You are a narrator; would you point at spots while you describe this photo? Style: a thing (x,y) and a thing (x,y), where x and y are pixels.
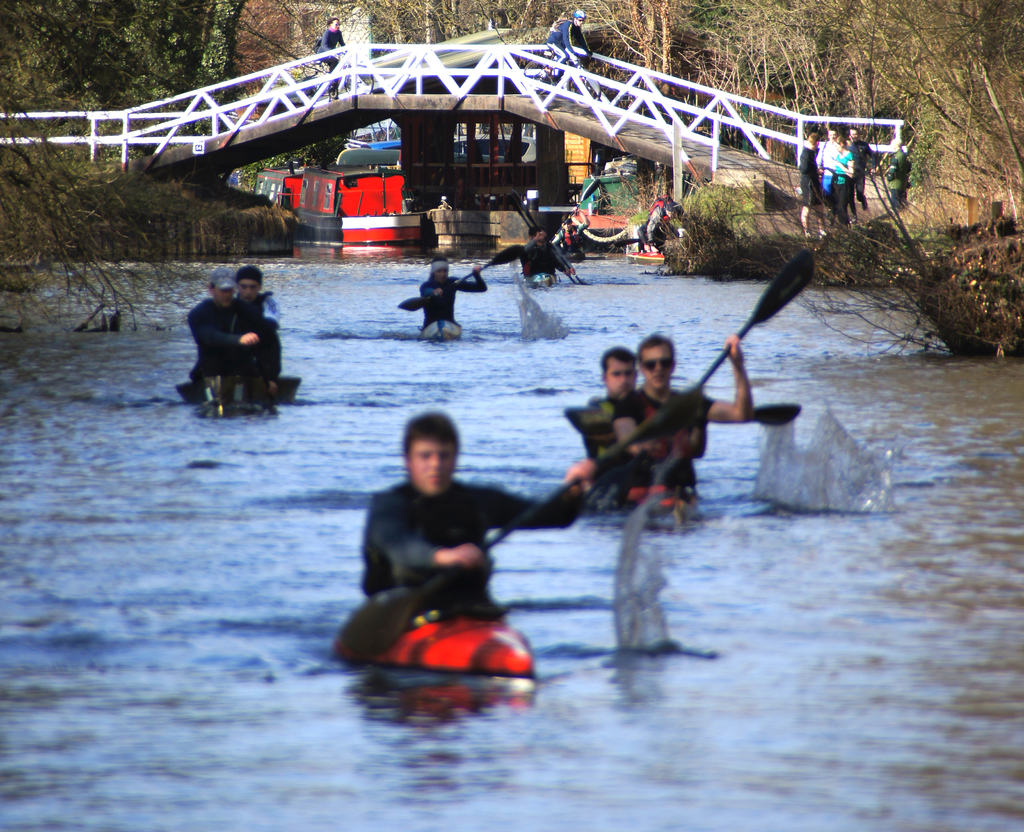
In the foreground of this image (407,564), there are persons (383,545) rafting in a river (340,538). In the background (761,153), there is a bridge (401,102), few ships (352,198), persons (561,50) riding bicycles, and the trees (859,56).
